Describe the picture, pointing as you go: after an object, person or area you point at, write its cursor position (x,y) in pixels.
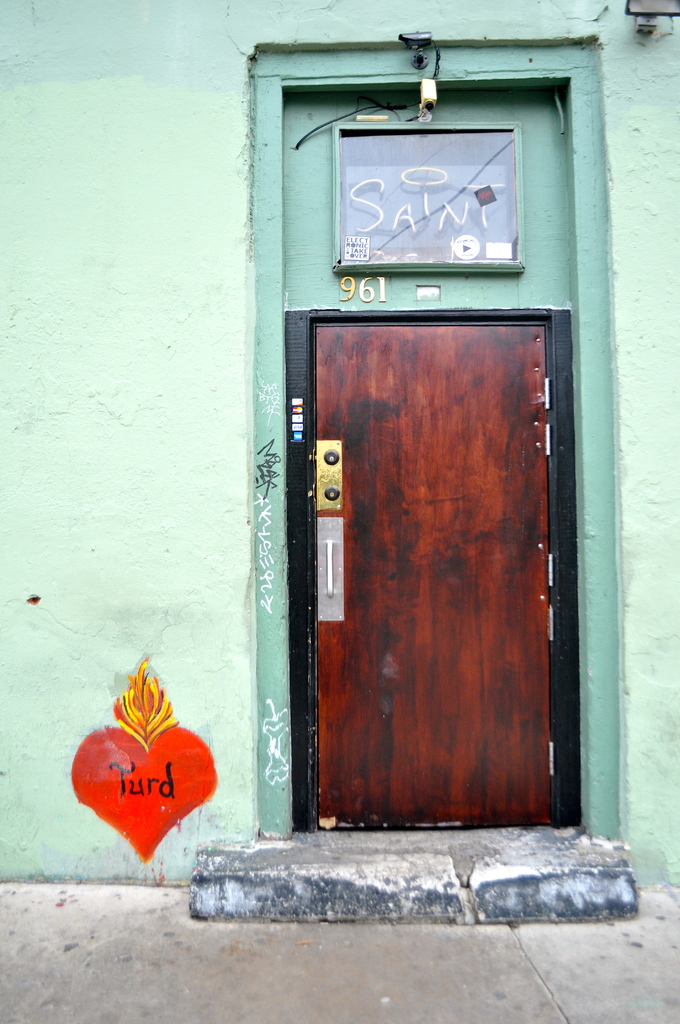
In the center of the picture (341,646) there is a door board (341,646). In this picture there is a wall (654,99) painted green. At the top (643,15) there is a light (659,10). In the foreground (288,877) there are pavement (352,946) and steps (350,872).
